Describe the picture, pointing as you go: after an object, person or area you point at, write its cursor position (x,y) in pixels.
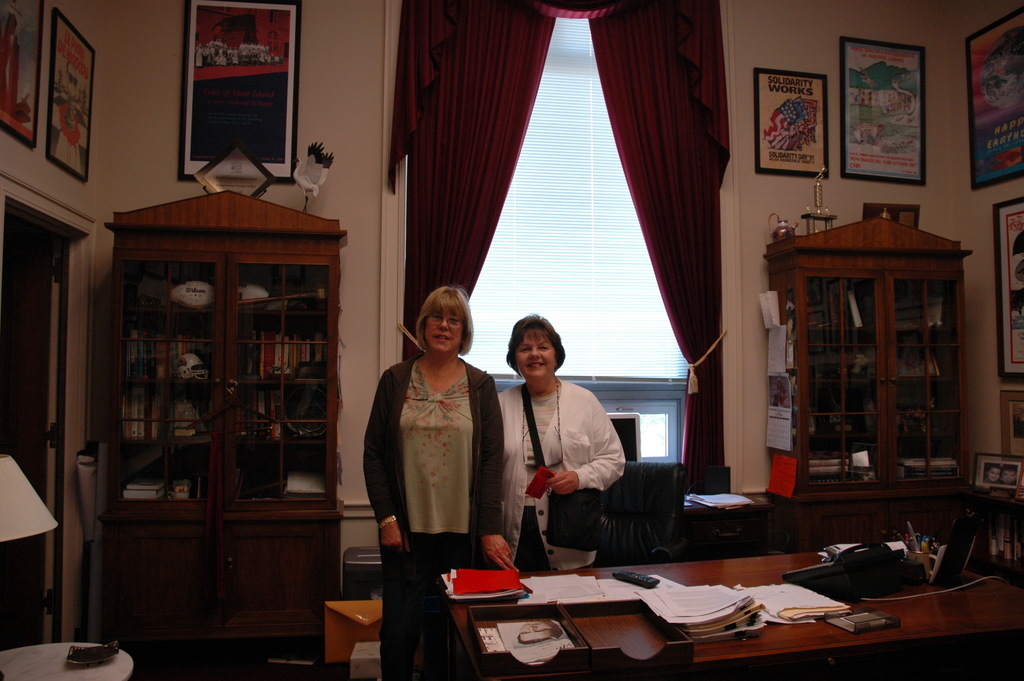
The image is taken inside a room (511,470). In the center of the image (480,390) there are two ladies (516,463) standing. There is a table (718,679) before them and there are some papers (731,611), files (740,624), remote (641,583), telephone (841,579) pen holder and a box (854,629) placed on a table (796,651). There is a chair (652,546). On the left (232,480) there is a lamp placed on the table (90,670) behind that there is a cup board (226,469) we can also see a door (45,389) and wall frames (77,111). In the background (482,307) there is a window (604,251) and a curtain (610,85).
